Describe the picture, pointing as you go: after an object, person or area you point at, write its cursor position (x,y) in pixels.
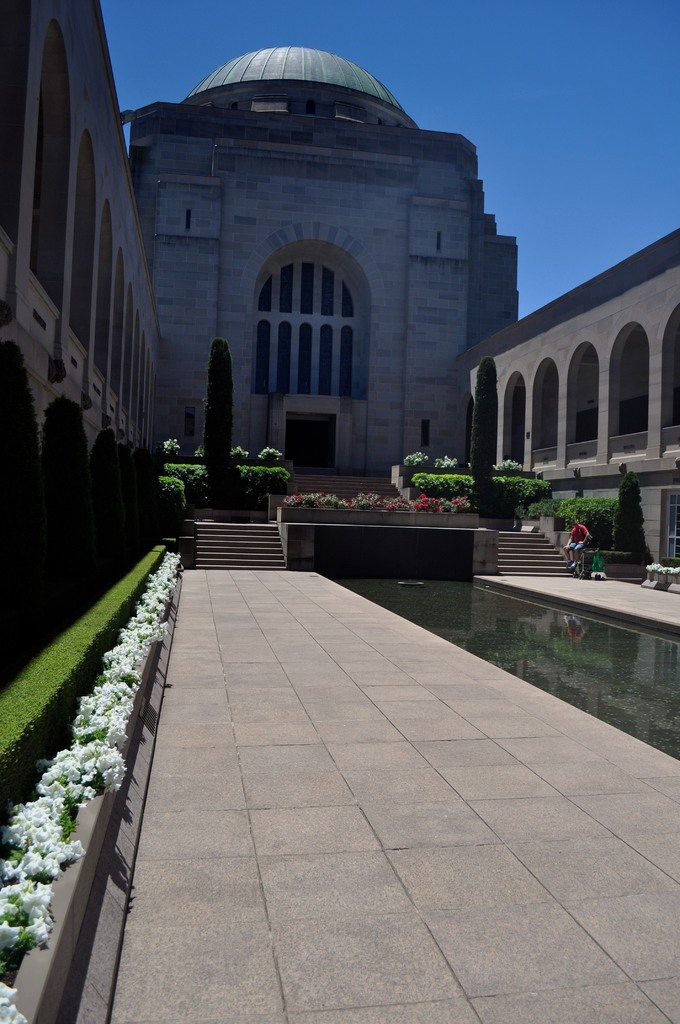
In this image in the center (403,353) there is a building (643,504), on the right side (609,519) and left side (55,683) there are some plants (633,513), grass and in the center (281,541) there are some stairs (221,542). At the bottom (306,805) there is a floor (244,711), on the left side (61,827) there are some flowers (78,751). At the top of the image (461,103) there is sky (564,204).
